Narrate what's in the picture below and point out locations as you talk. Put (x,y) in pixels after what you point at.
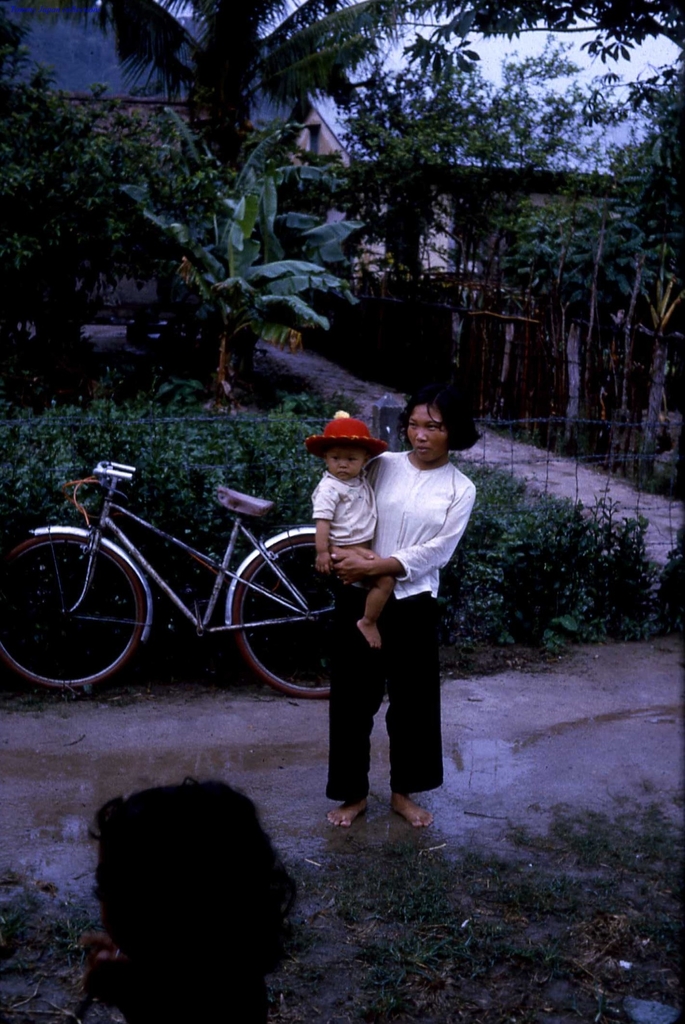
This image consists of a woman (411,704) holding a kid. At the bottom (517,912), there is green grass (490,885) on the ground (414,919). In the background (163,167), we can see many trees (303,329) and houses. On the left (84,579), we can see a cycle (144,593) along with the trees (217,520). In the middle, there is a road (35,857).
